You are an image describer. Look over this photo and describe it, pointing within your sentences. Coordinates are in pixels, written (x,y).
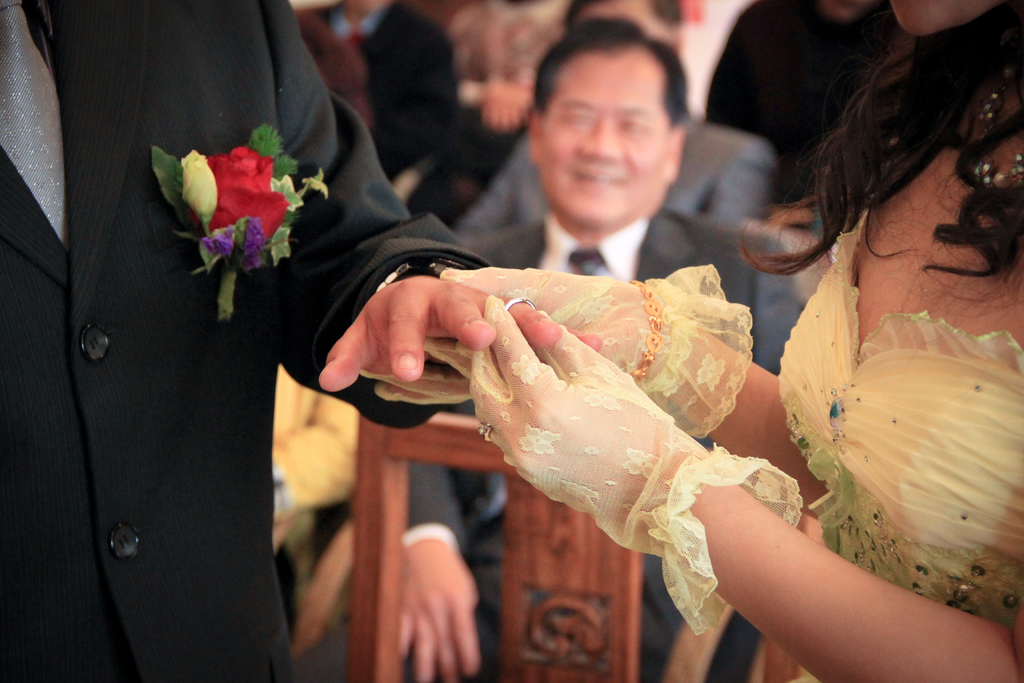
In this image there are two persons (152,292) standing, a person (565,375) putting a ring (517,300) to the another person finger (537,313), and in the background (546,188) there are group of people (491,219) sitting on the chairs (627,635).
